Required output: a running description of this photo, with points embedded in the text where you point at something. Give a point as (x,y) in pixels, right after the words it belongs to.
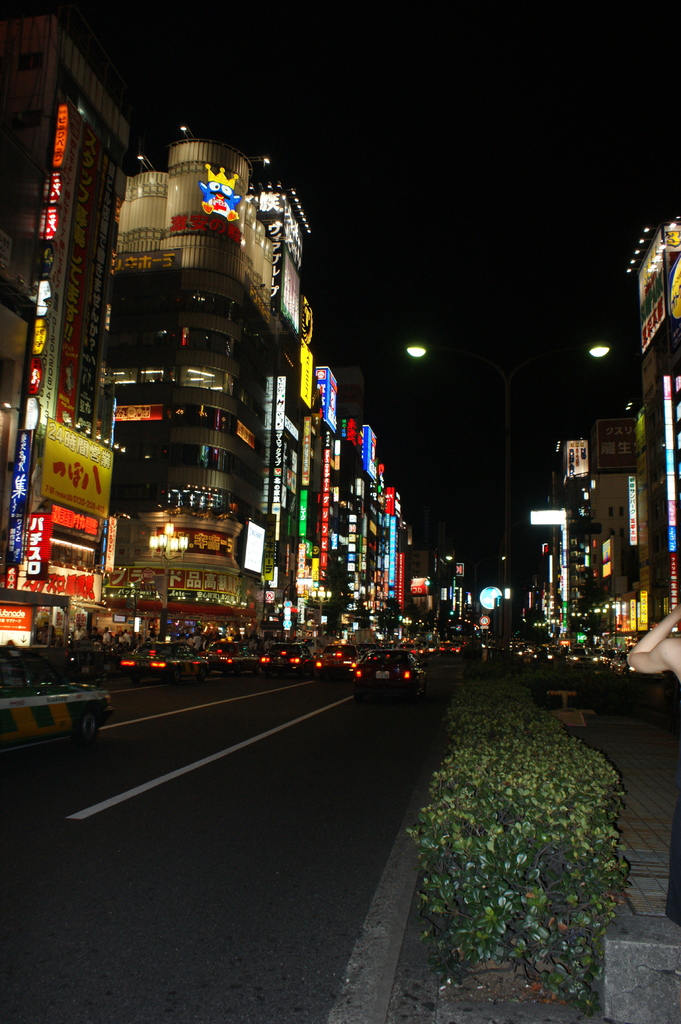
This picture is clicked outside. In the foreground (515,881) we can see the plants (480,857), vehicles (608,655) and a person (664,652). On both the sides we can see the buildings (614,511) and we can see the banners (78,460) on which we can see the text (309,428). In the background (372,223) there is the sky (460,206) and we can see the street lights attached to the poles (561,349).
